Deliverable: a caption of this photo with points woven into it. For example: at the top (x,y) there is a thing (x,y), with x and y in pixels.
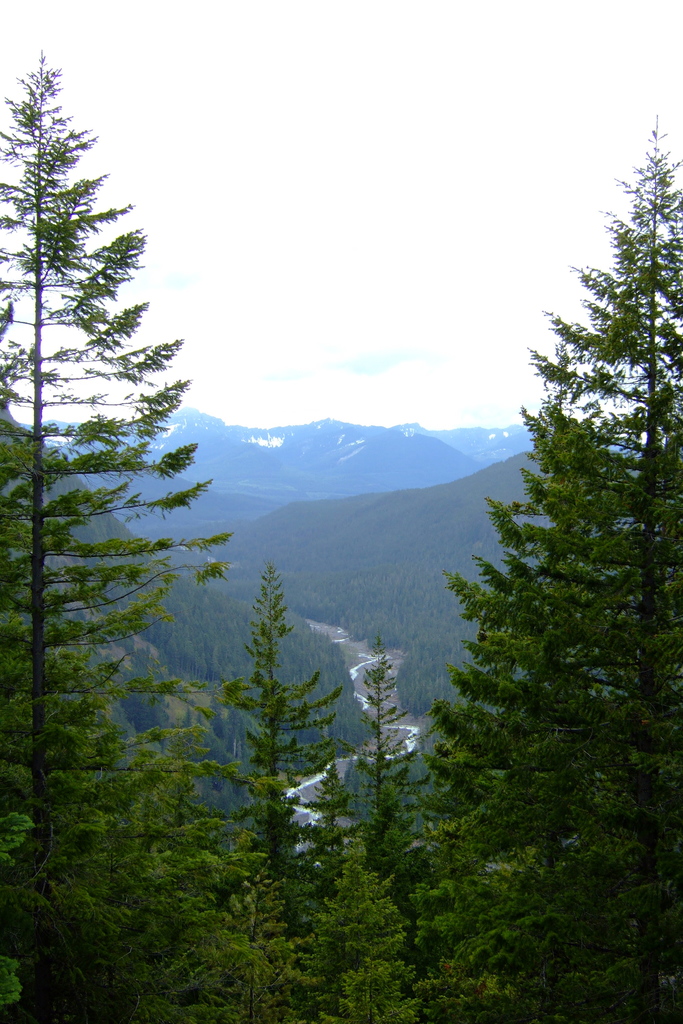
In this image, there are some green color trees (521,736) and there are some mountains (310,450), at the top (398,129) there is a sky (296,42) which is in white color.
